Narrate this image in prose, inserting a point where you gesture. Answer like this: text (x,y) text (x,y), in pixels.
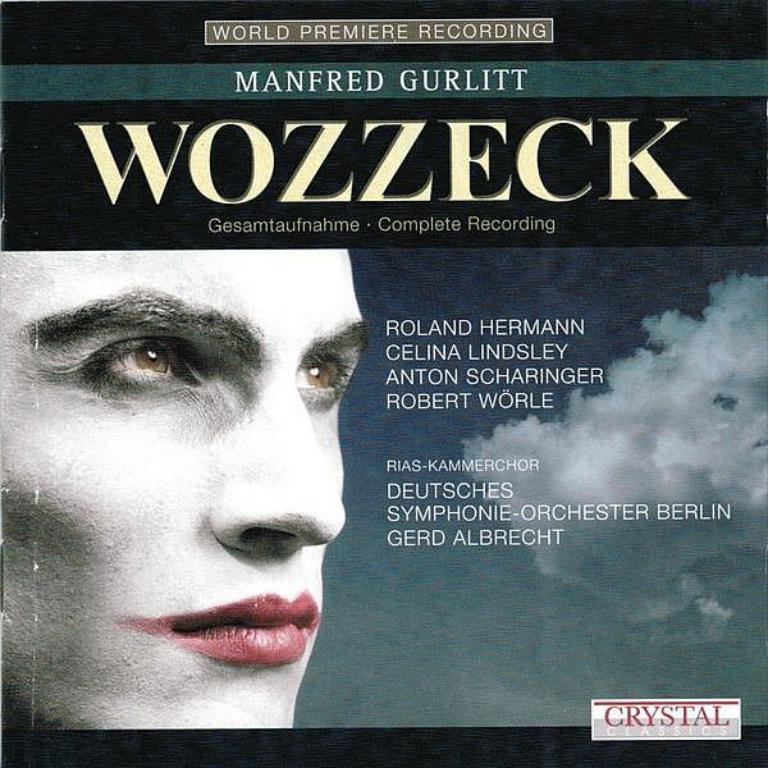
In this image I can see the person face (293,363) and something is written on it with different color. Background (369,452) is in blue and white color.
